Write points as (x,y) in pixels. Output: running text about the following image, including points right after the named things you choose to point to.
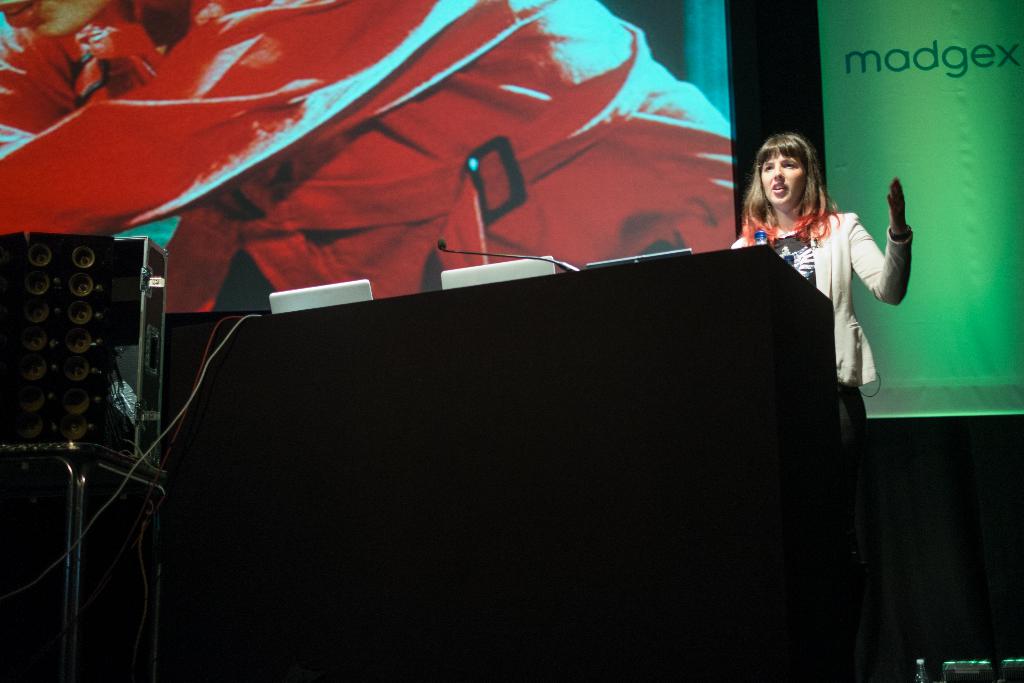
In this picture we can see a woman (793,244), bottle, laptops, mic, cables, devices (92,319) and some objects (1012,665) and at the back of her we can see a poster (926,39), screen (724,76) and in the background (808,93) it is dark.
